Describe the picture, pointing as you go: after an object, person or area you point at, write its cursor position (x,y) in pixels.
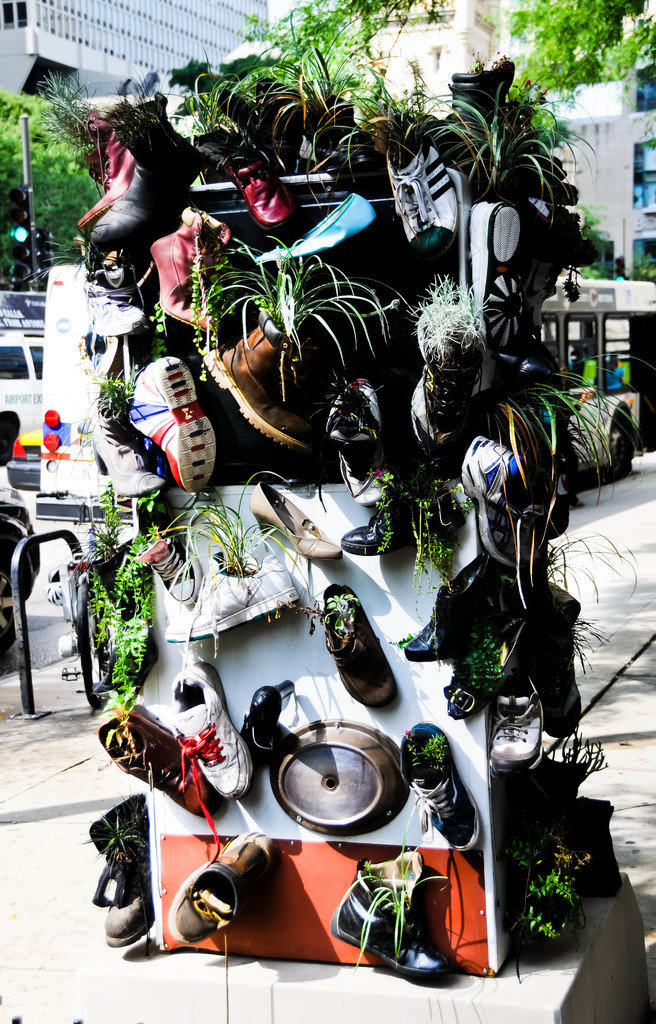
In this image we can see group of shoes (194,421) placed on the wall (329,360) along with some plants (410,494). In the background (446,35), we can see group of vehicles (9,367) parked on the road (58,553), a group of trees (14,135), buildings (418,38) and some traffic lights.
